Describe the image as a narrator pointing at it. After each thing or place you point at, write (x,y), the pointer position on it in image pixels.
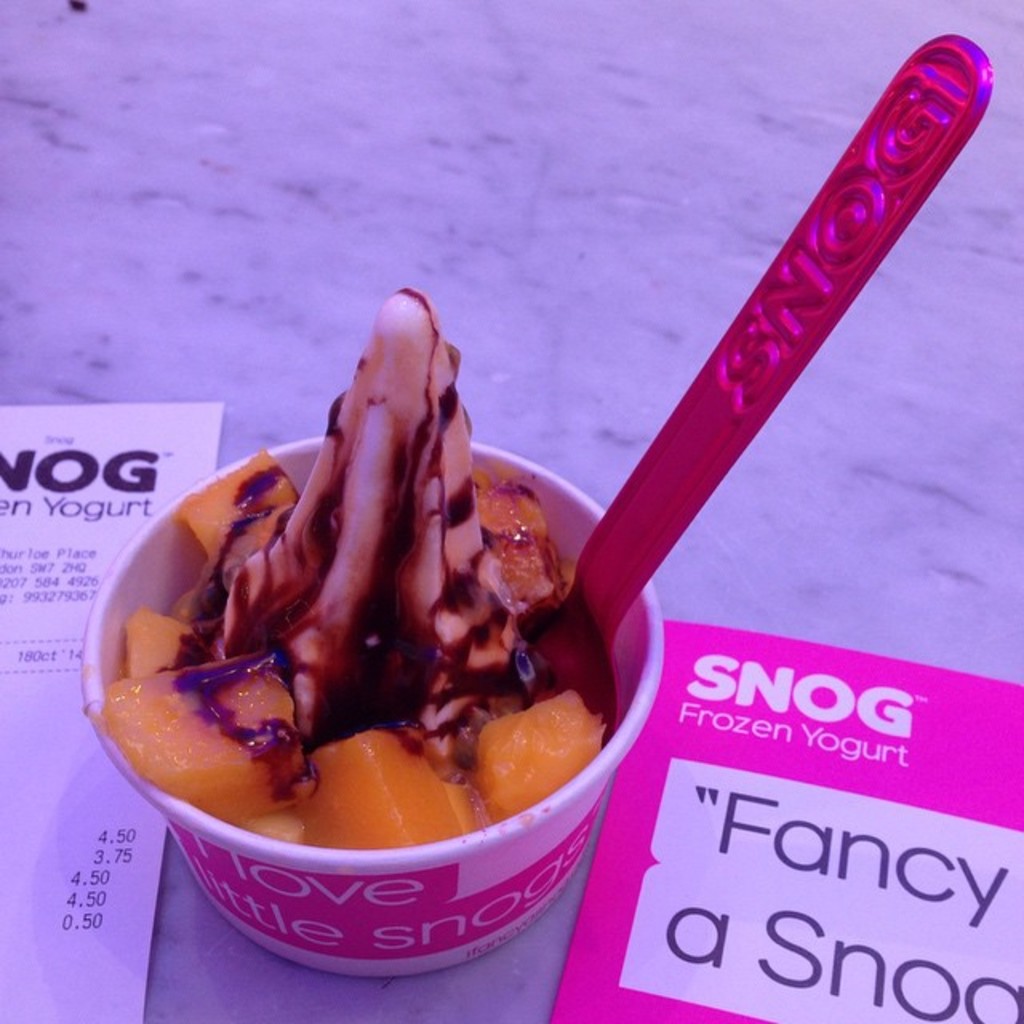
Here in this picture we can see a table (256,362), on which we can see ice cream cup (127,611) present with a spoon (697,438) in it over there and we can also see rate card (124,504) also present over there.
